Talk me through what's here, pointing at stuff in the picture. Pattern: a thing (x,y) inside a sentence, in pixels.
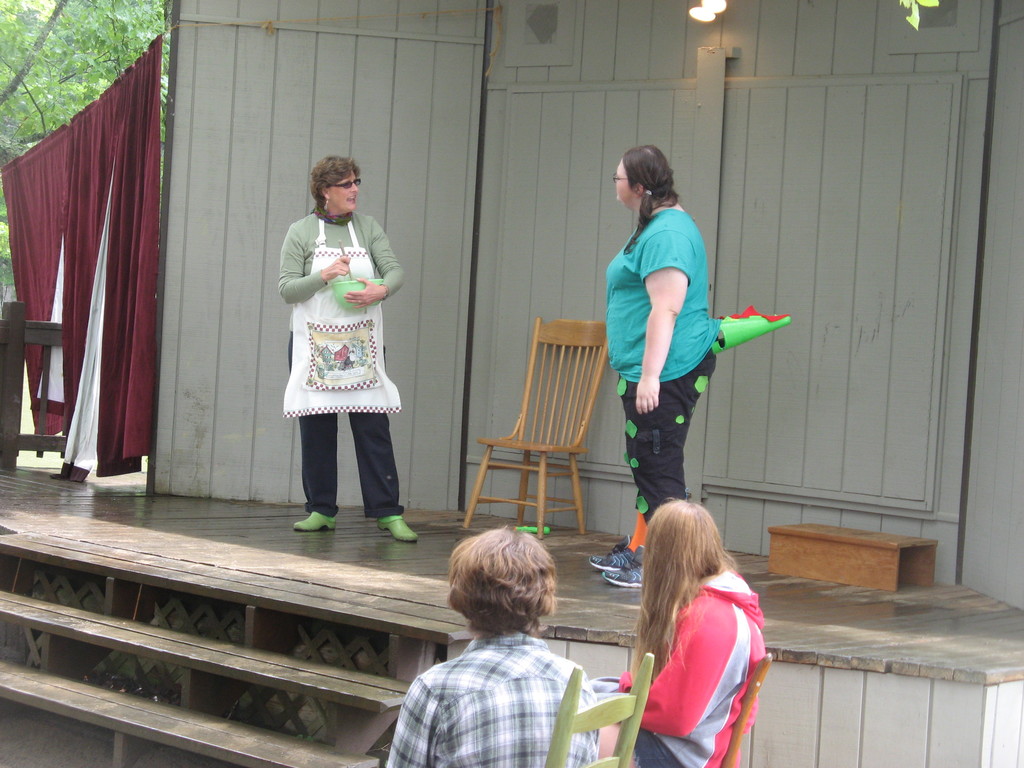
In the picture I can see people (337,351) among them some are standing on the floor (449,522) and some are sitting on chairs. The people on the stage (600,618) are holding some objects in hands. I can also see a chair (525,475), curtains (89,386), wooden object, lights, wooden wall (181,138), steps (145,638) and some other objects (327,514).
